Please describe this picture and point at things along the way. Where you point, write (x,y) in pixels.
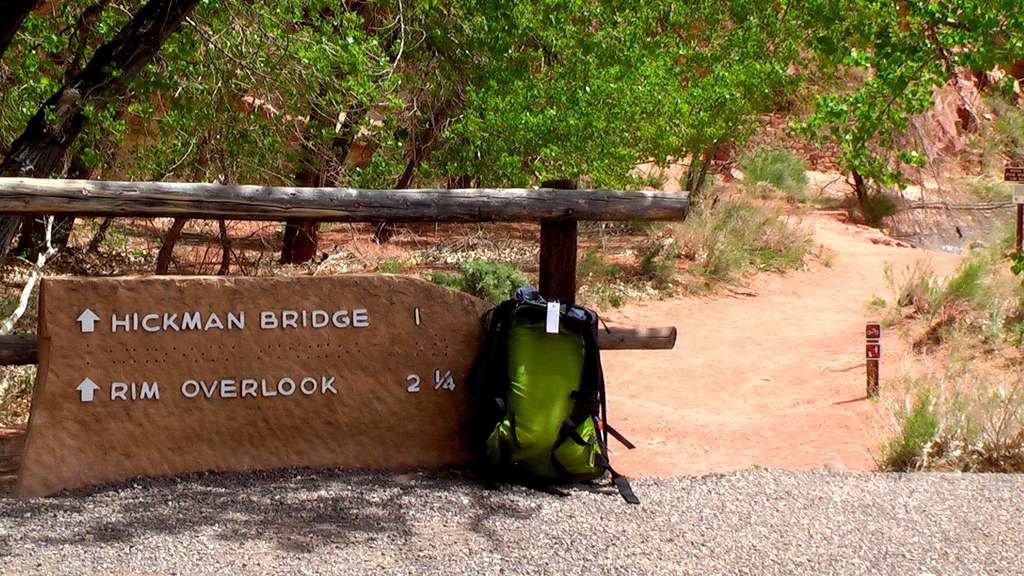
In the image we can see there is a travel backpack (511,362) and on the brick stone (121,339) there is written "Hickman Bridge" and at the back (583,97) there are lot of trees (494,117).
